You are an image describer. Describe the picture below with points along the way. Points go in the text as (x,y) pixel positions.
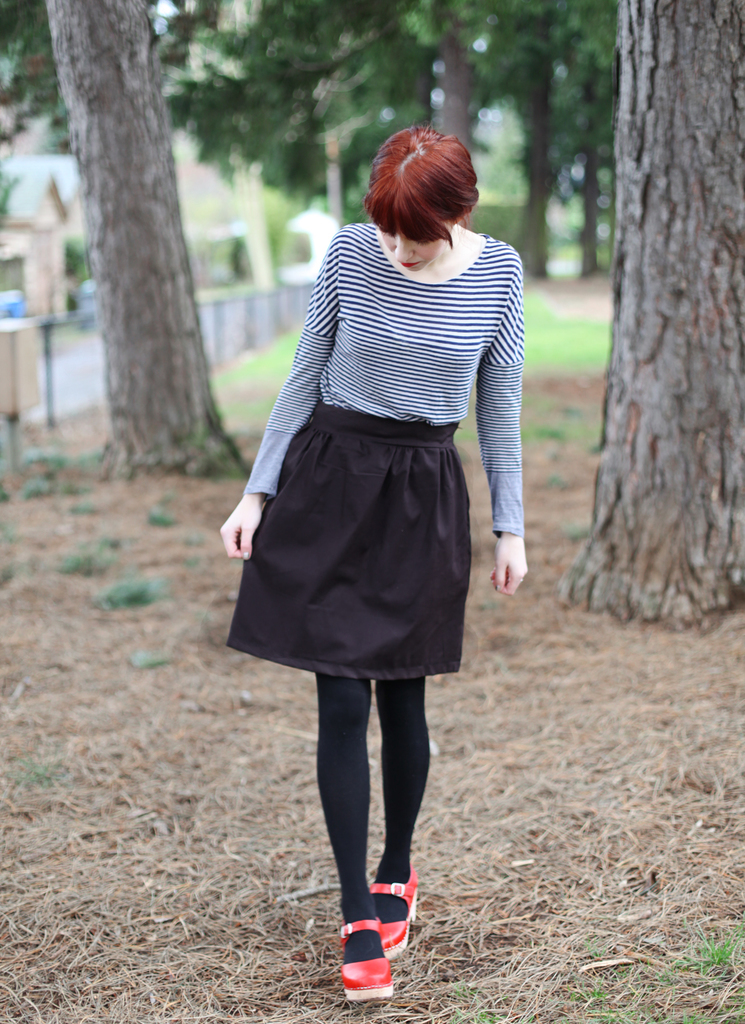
In this image a beautiful woman (345,921) is walking, she wore black and white top (418,372), black color skirt (382,572), socks (363,856) and red color shoes (369,965). At the bottom (430,846) there is the dried grass (252,820). Behind her there are trees (478,103), on the left side (8,226) it looks like a road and there are houses (16,216).
